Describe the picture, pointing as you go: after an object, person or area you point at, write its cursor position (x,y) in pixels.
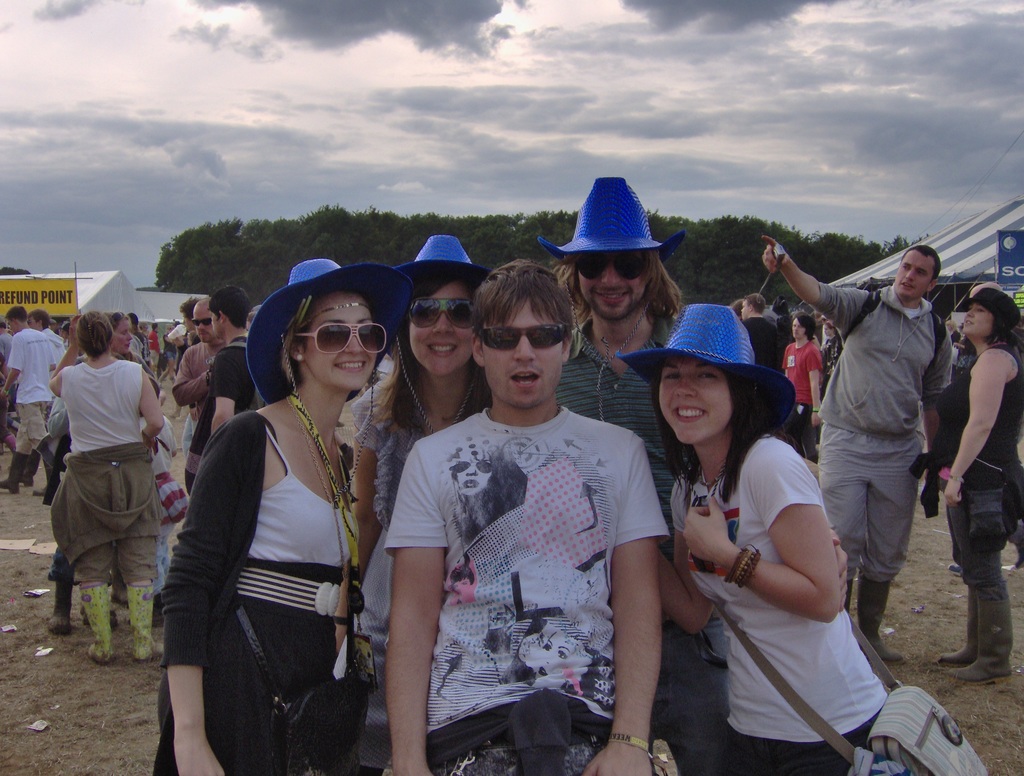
This image is clicked outside. There are so many people (556,546) in the middle (488,299). There are trees (211,239) at the top (531,230). There is sky (556,63) at the top (239,91). In the front (492,381) there are some people (750,524) who are wearing blue hats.
